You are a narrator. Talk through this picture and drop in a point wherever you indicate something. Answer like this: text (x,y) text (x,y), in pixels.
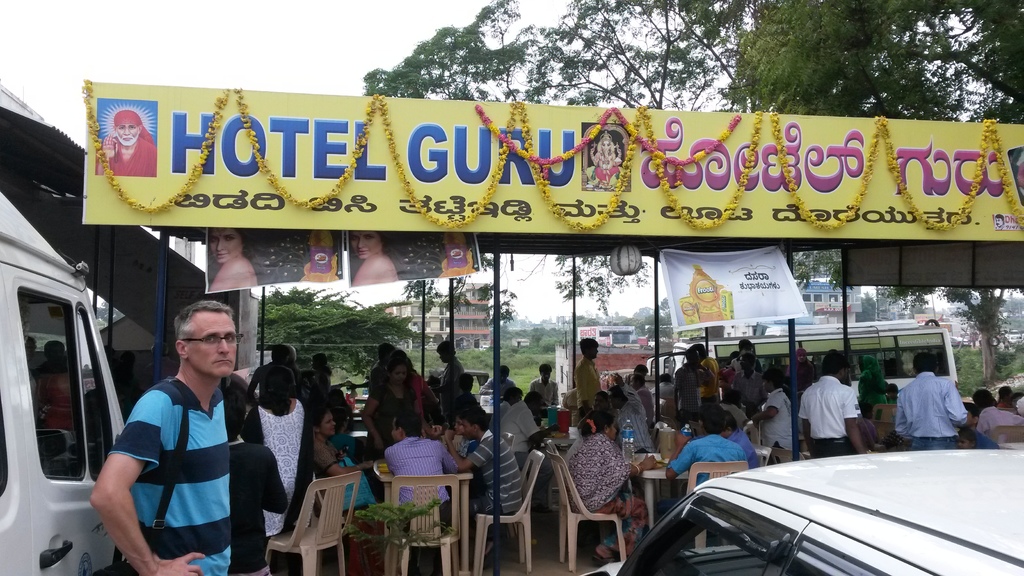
In this image, we can see many people (491,474) sitting on the chairs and there are bottles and other objects (672,442) on the tables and we can see poles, banners (465,248), boards (560,195), garlands (405,174), vehicles (797,341), sheds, trees (353,350) and there are buildings (942,320) and lights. In the front (174,422), we can see a person (194,389) wearing glasses (213,337) and a bag (148,527). At the top (228,18), there is sky (316,36).
